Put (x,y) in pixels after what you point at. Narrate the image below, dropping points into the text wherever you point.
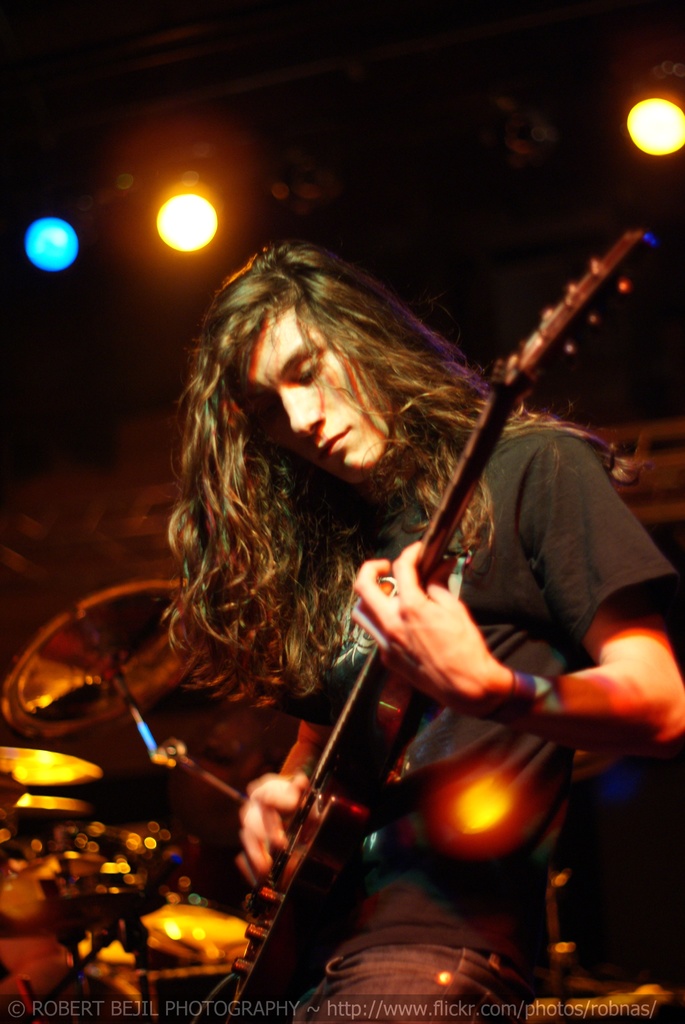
In this picture there is a man (590,680) who is wearing black t-shirt (587,503) and trouser (404,1004). He is playing a guitar (376,763). Behind him I can see the drums (122,707). At the top (49,261) I can see the lights (647,149). At the bottom (432,1009) there is a watermark (531,1013).
